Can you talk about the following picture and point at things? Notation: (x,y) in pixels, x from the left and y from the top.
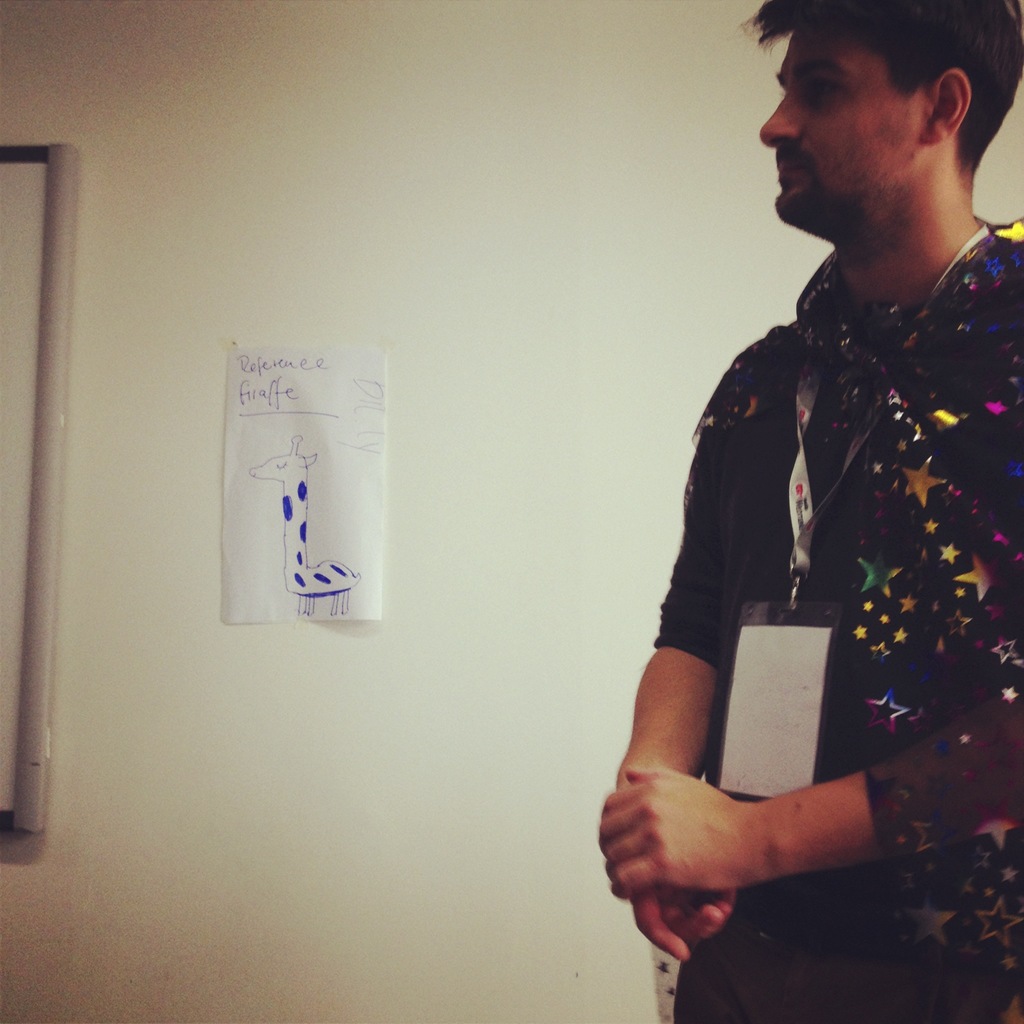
On the right side of the image (776,464) we can see a man (770,477), he wore a tag (785,721), beside to him we can see a paper (229,430) on the wall (412,604).
